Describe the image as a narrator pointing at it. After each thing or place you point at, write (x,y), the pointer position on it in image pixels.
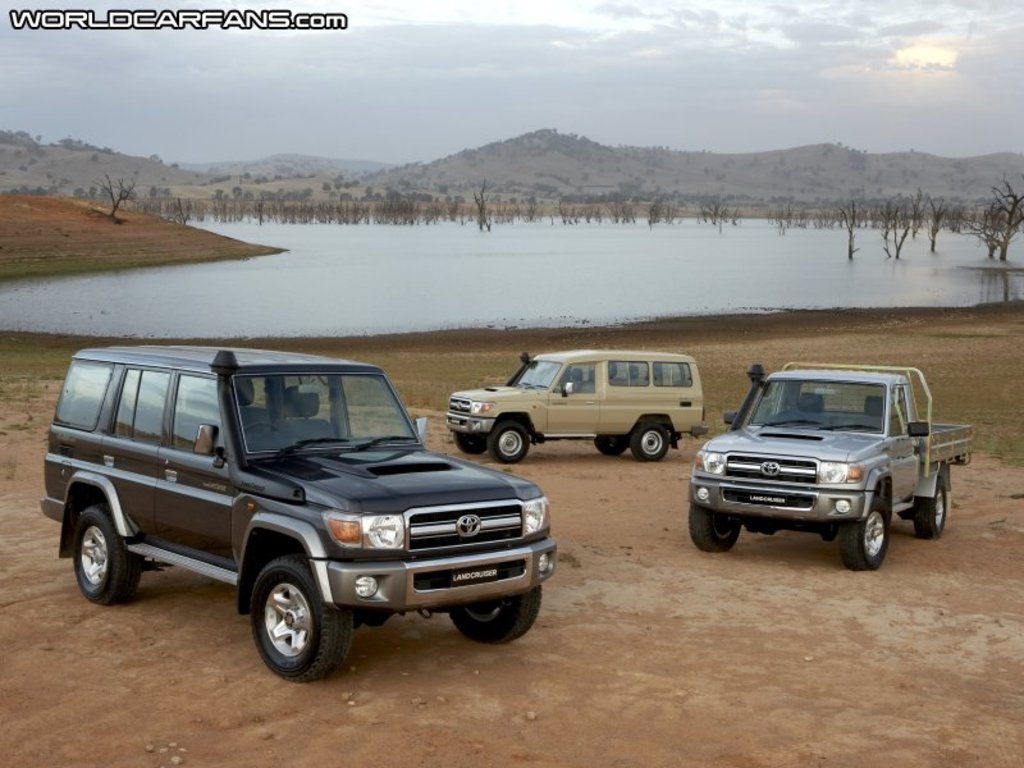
In this image we can see three cars (224,467) which are of different colors and two are of same model and the other is of different model and at the background of the image (427,272) there is water (543,222), mountains (729,186), some trees (710,203) and cloudy sky (477,69).
